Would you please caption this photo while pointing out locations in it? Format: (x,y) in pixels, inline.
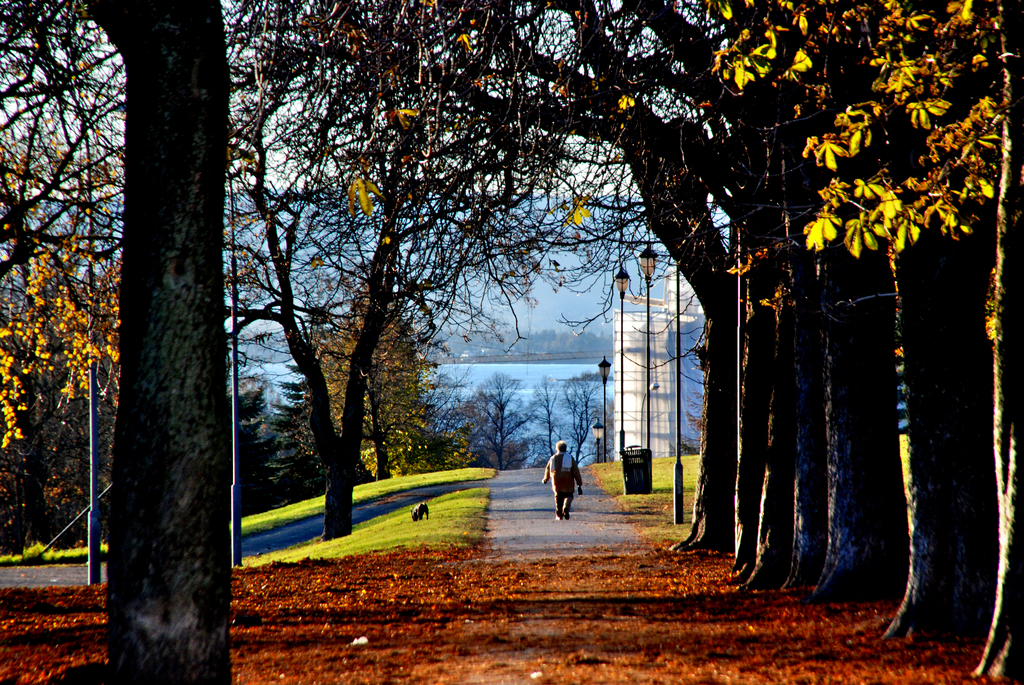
In the picture we can see a road (508,553) on it, we can see dried leaves (567,641) and some part of the road (512,502) is clear and a man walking on it and besides, we can see a grass surface (613,476) and some poles (621,393) with lights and we can also see trees (586,262) and in the background (512,381) we can see trees (312,439), water (524,378) and far away from it we can see hills (465,343) and sky (603,256).
